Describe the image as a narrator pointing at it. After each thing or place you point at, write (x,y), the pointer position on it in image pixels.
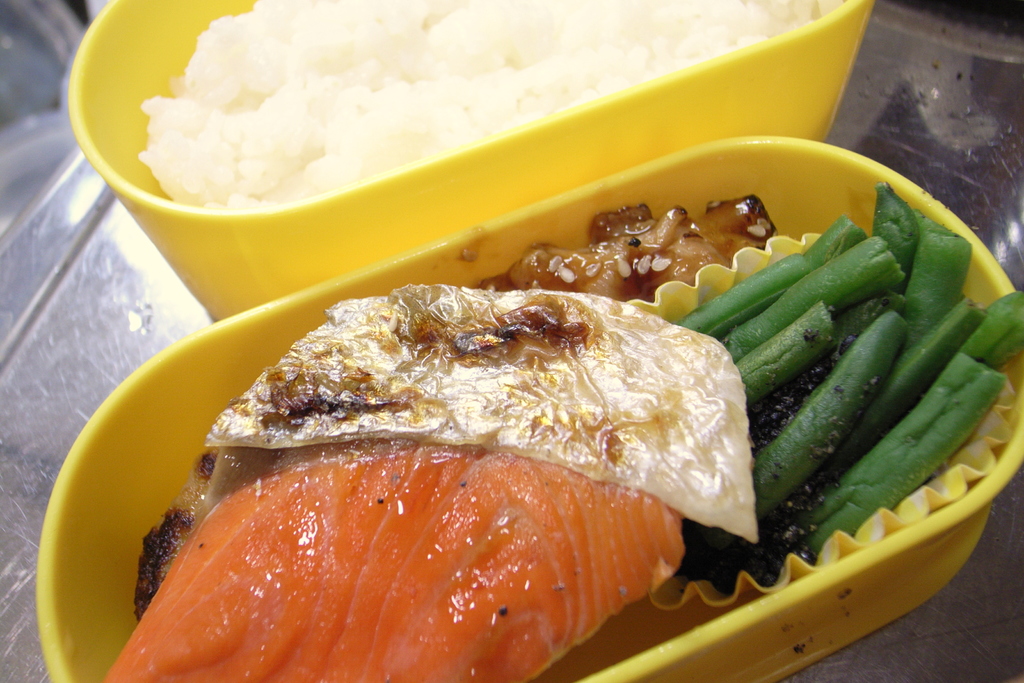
In this image we can see food items (408,420) in the boxes (79,681) on a platform (135,329).
